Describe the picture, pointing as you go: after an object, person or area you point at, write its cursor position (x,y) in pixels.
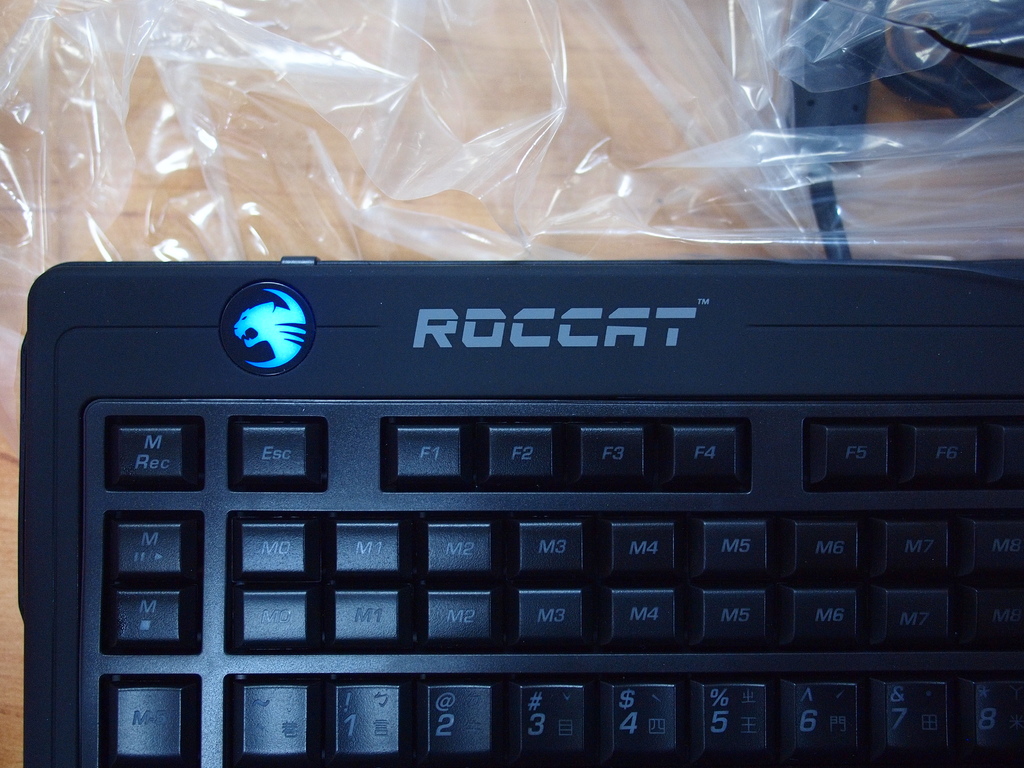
On the bottom (108,734) we can see a black color keyboard (937,601) on the table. On the top (553,140) we can see cables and plastic cover (416,115).
